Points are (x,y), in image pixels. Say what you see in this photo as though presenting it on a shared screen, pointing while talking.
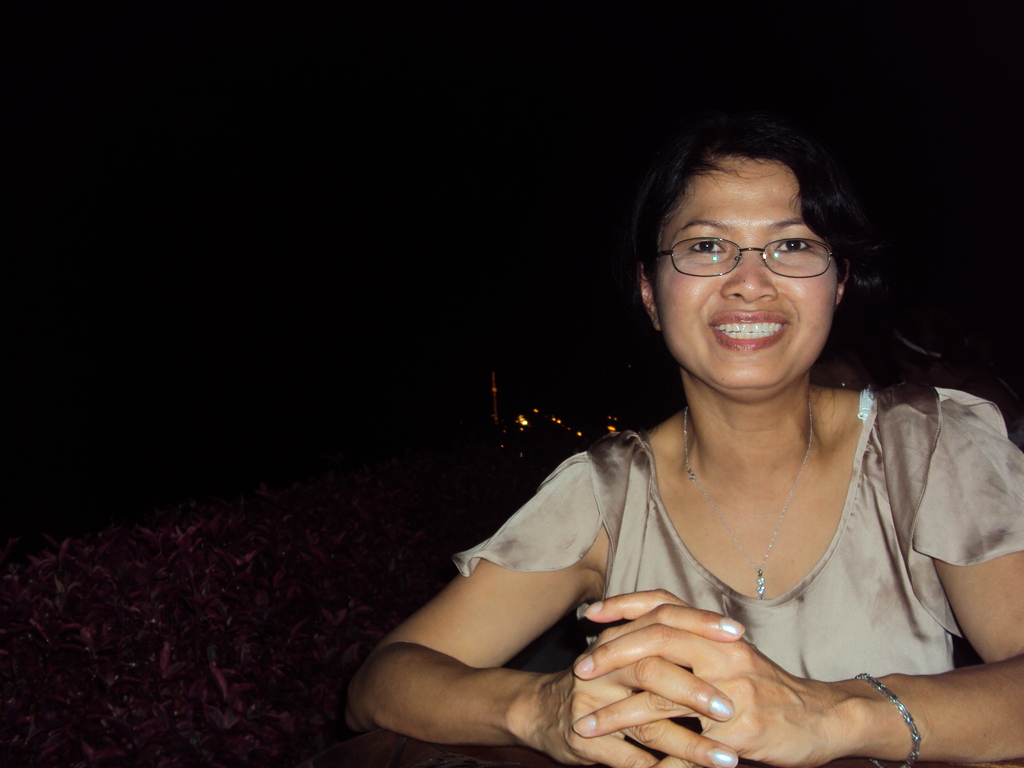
There is a lady (695,450) wearing specs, chain (733,538) and bracelet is smiling. Near to her there are plants (236,550). In the background (442,89) it is dark.
